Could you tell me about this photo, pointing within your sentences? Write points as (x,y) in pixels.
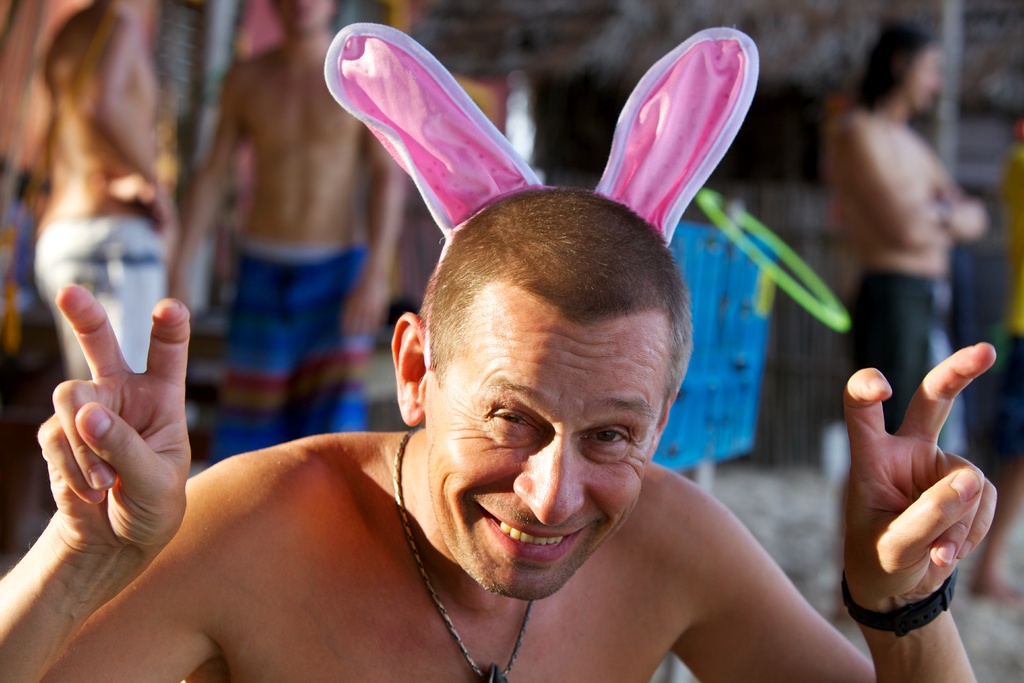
A man (501,398) is showing his fingers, he wore pink color cloth (501,174) on his head (616,233).
